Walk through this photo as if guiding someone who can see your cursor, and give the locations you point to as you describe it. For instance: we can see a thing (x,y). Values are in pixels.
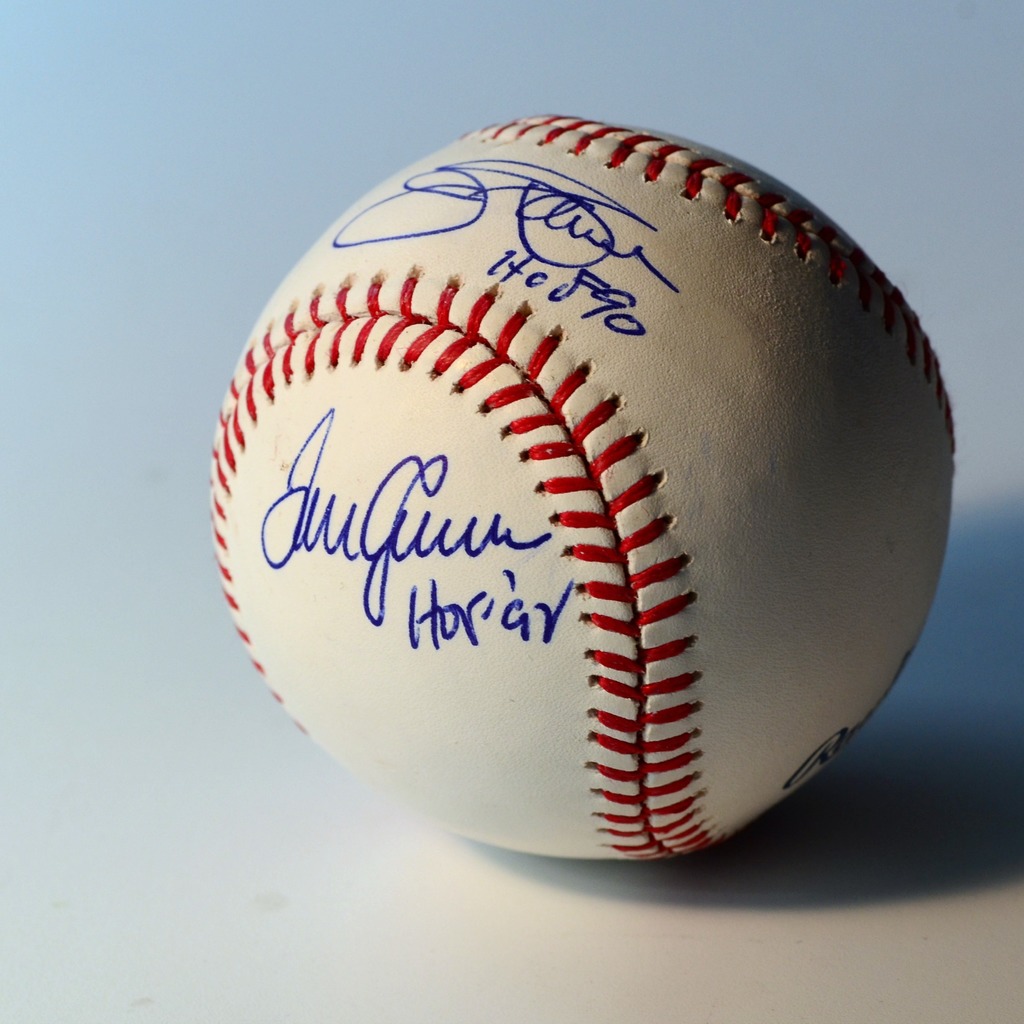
In the center of the image (411,599) we can see a ball (436,406) is present on the surface (199,176). On the ball (652,463) we can see the text (516,624).
